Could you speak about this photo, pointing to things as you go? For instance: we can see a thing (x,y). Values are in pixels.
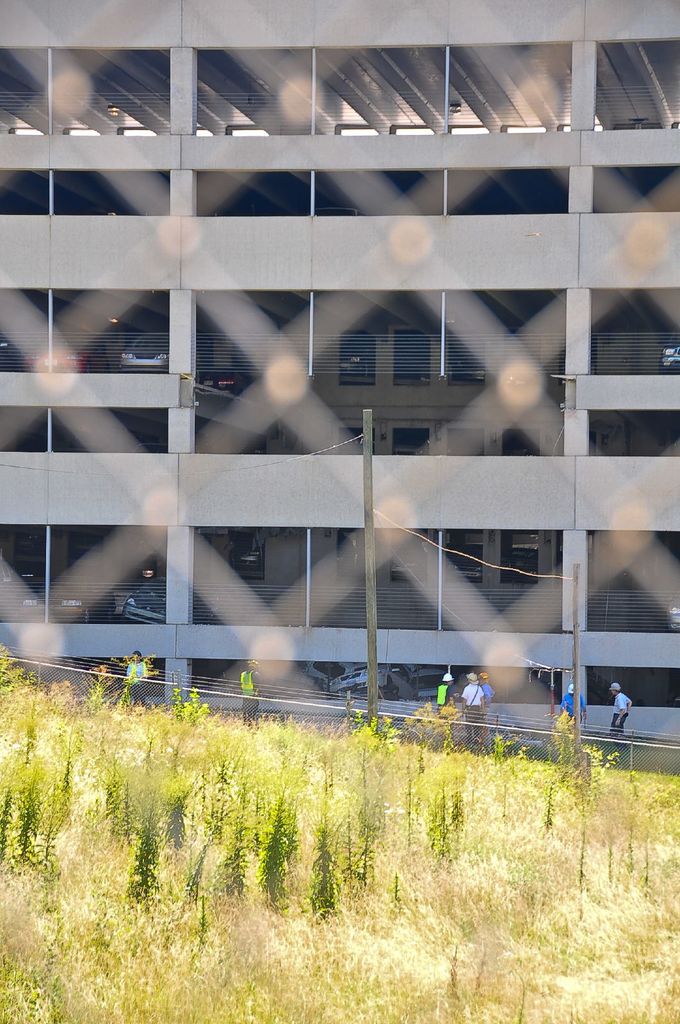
In this picture I can see a building (458,500) and few cars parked and I can see few people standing and I can see plants (296,856) on the ground (253,862).
